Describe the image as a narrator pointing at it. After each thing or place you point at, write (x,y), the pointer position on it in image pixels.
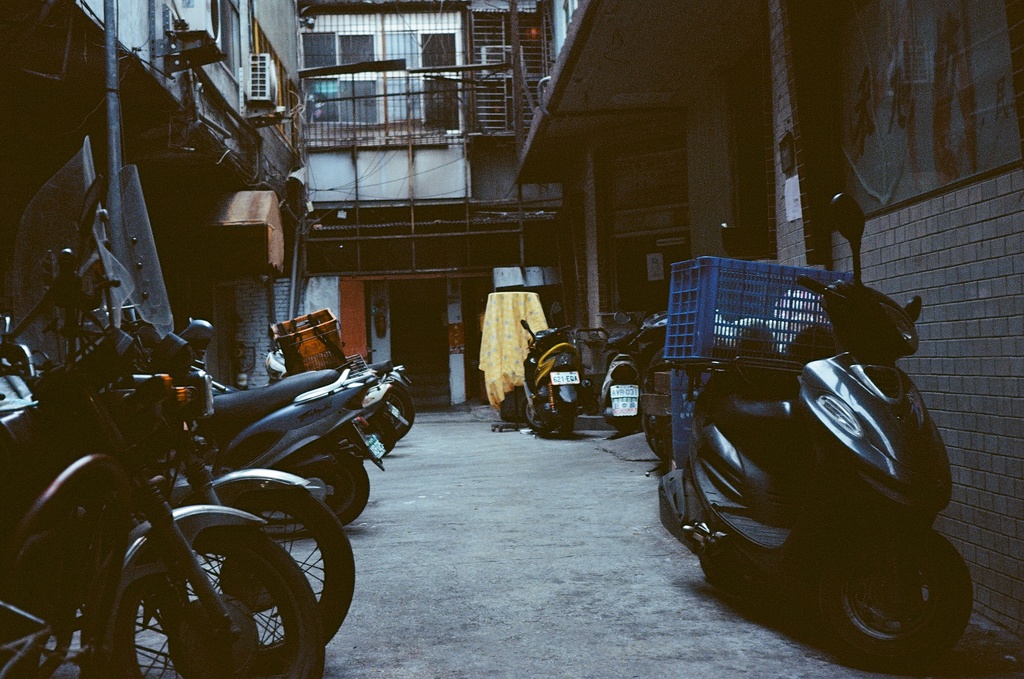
In this image I can see many motorbikes (333,493) on the road (466,536). To the right (693,319) there are the blue color boxes (692,405). In the background (410,314) I can see the building (171,170) and there is a railing (386,135) to it.
